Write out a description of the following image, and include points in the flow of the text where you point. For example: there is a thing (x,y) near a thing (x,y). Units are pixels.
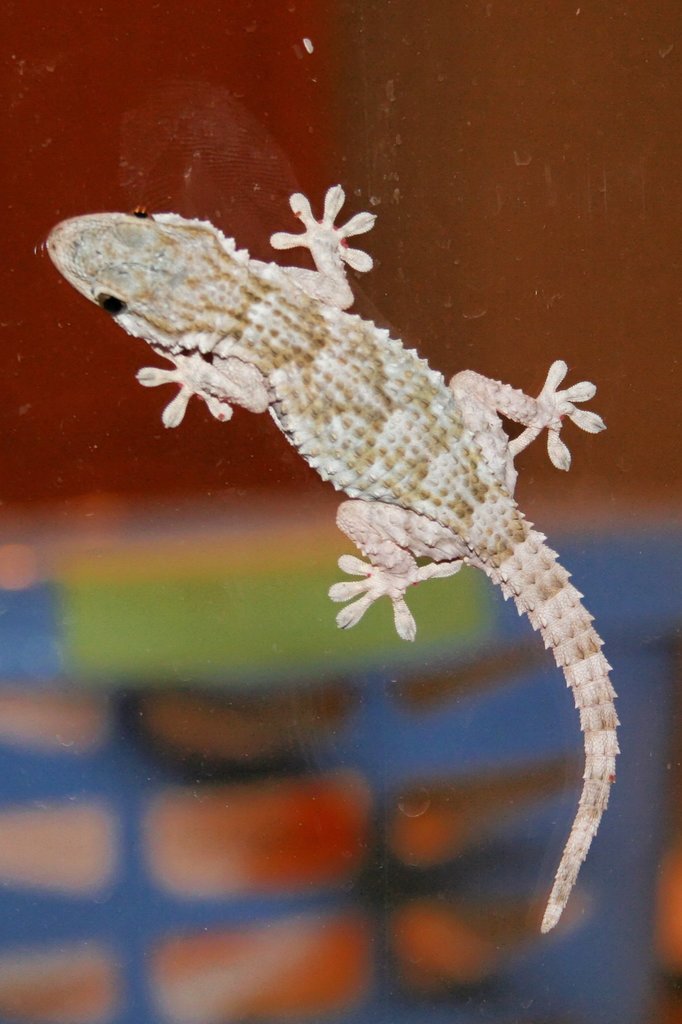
In the middle of the image (380,590) we can see a reptile (364,388) on the glass (23,282) and we can see blurry background (564,228).
